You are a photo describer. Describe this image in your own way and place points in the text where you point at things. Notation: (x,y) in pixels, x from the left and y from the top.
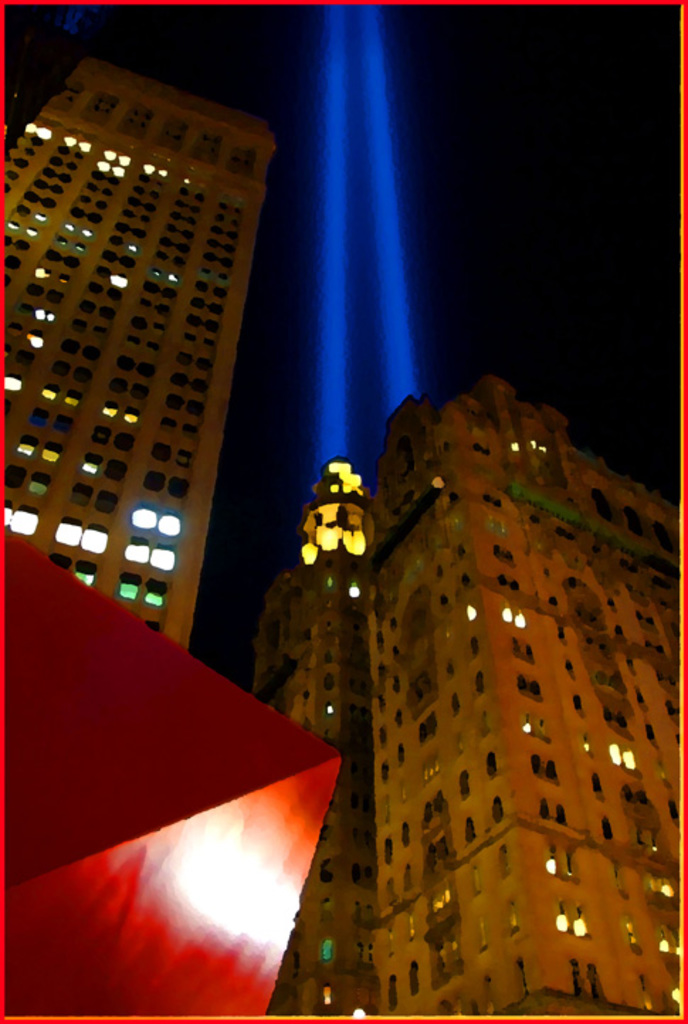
This is an image clicked in the dark. In this image, I can see few buildings (85,369) along with the lights (126,587). At the top of the building (477,495) there are two blue color lights (405,347). In the bottom left (198,808) there is a red color object (115,850).
